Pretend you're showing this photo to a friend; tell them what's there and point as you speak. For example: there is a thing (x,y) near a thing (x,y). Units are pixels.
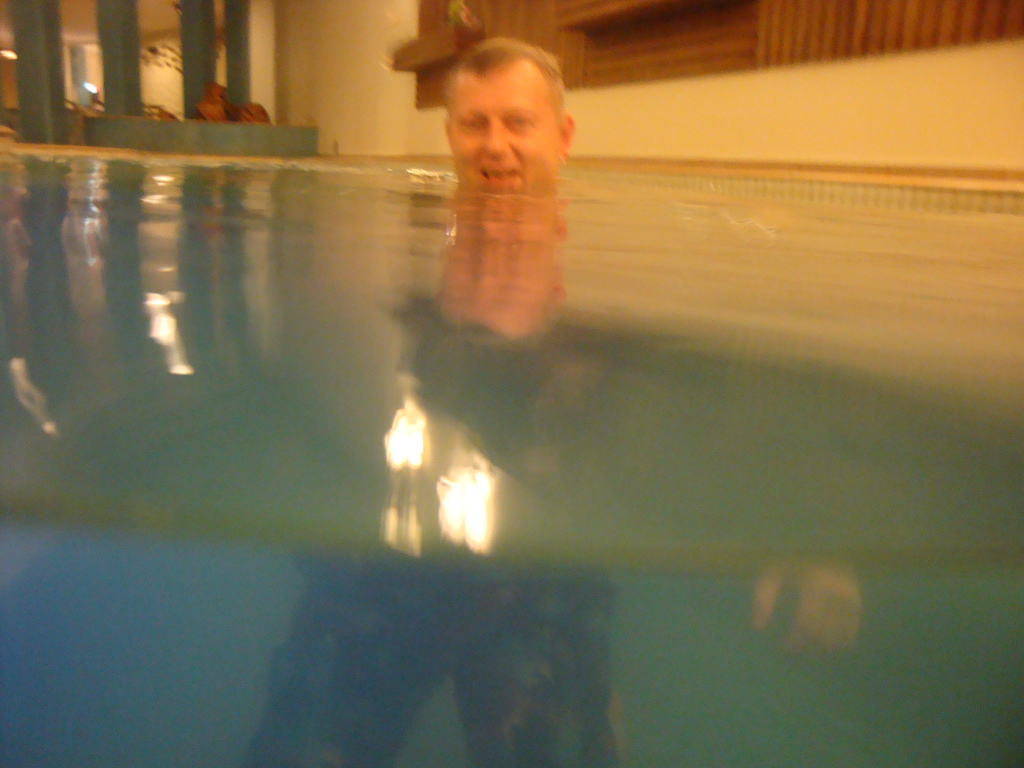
In this image, in the middle (471,327), we can see a man (544,145) standing in the water (654,528). On the left side (193,57), we can see pillars (240,95). On the right side (818,46), we can see a frame (919,45) which is attached to a wall (980,132).
